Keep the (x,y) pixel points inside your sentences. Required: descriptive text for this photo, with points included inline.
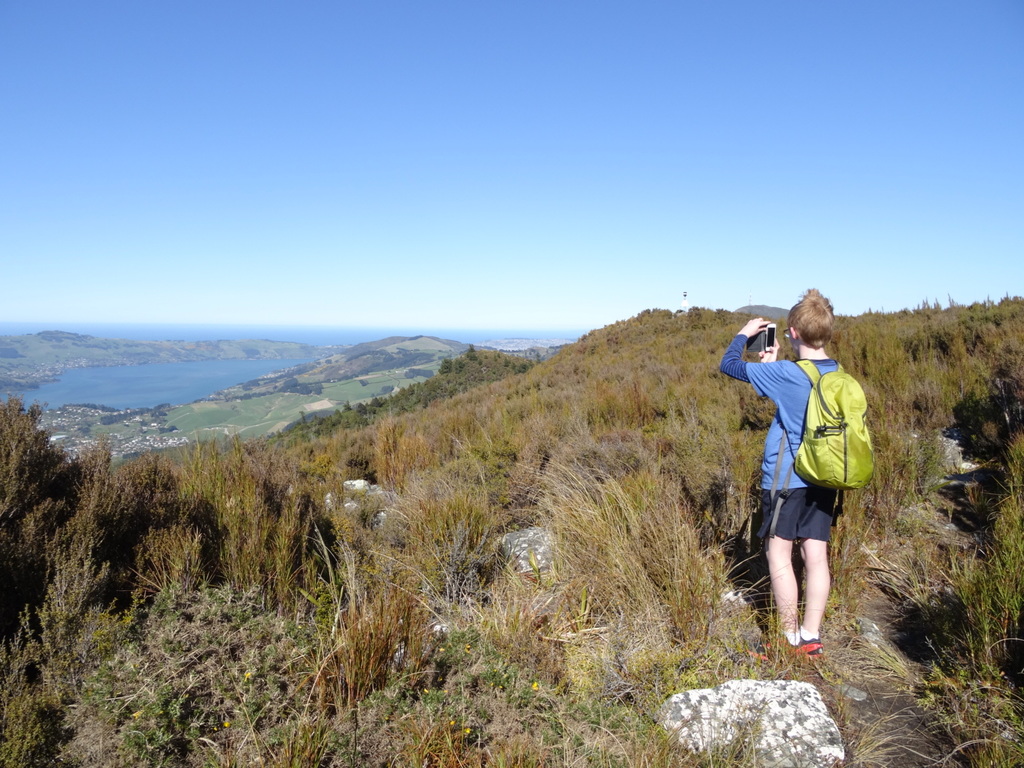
It's A sunny day. A person (797,521) is standing and taking pictures from his mobile (763,344), he is carrying a backpack (833,461) and wearing shoes (799,648). The sky (396,286) is clear and mountains (332,368) and water (140,388) is present, he is surrounded by the grass (399,608).
